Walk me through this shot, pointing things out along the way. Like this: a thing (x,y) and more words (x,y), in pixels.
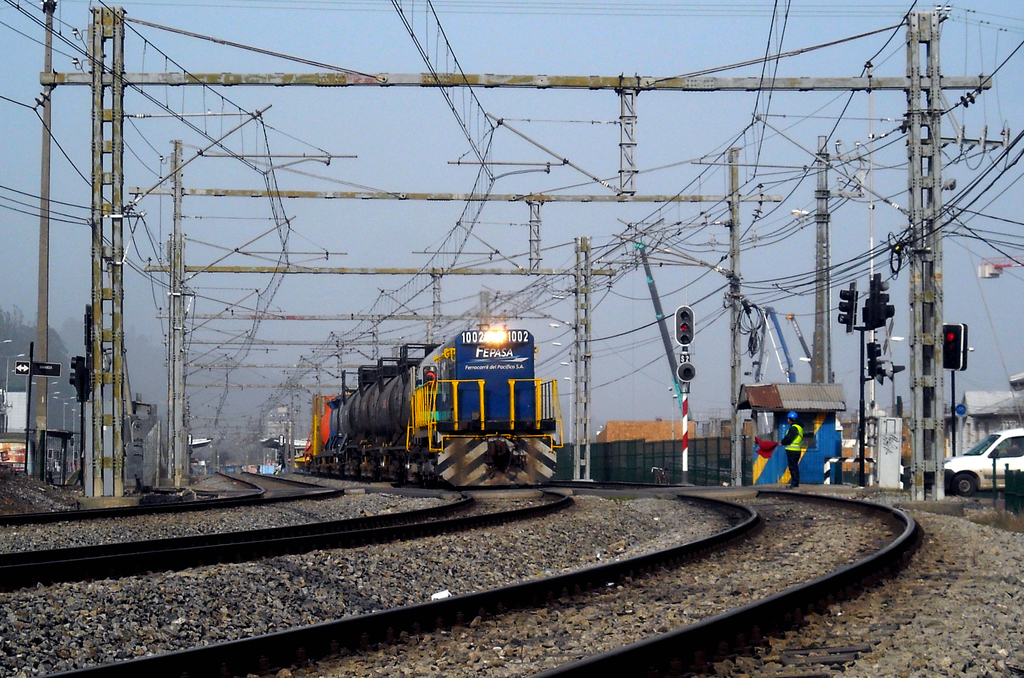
In this image I can see few railway tracks (783,597) on the ground (689,597), few metal poles (938,343), few wires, a train (507,469) which is blue, black, yellow and orange in color on the track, a white colored car (979,466), a person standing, few traffic signals (954,349) and in the background (282,409) I can see few trees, few buildings (616,436) and the sky (608,165).
